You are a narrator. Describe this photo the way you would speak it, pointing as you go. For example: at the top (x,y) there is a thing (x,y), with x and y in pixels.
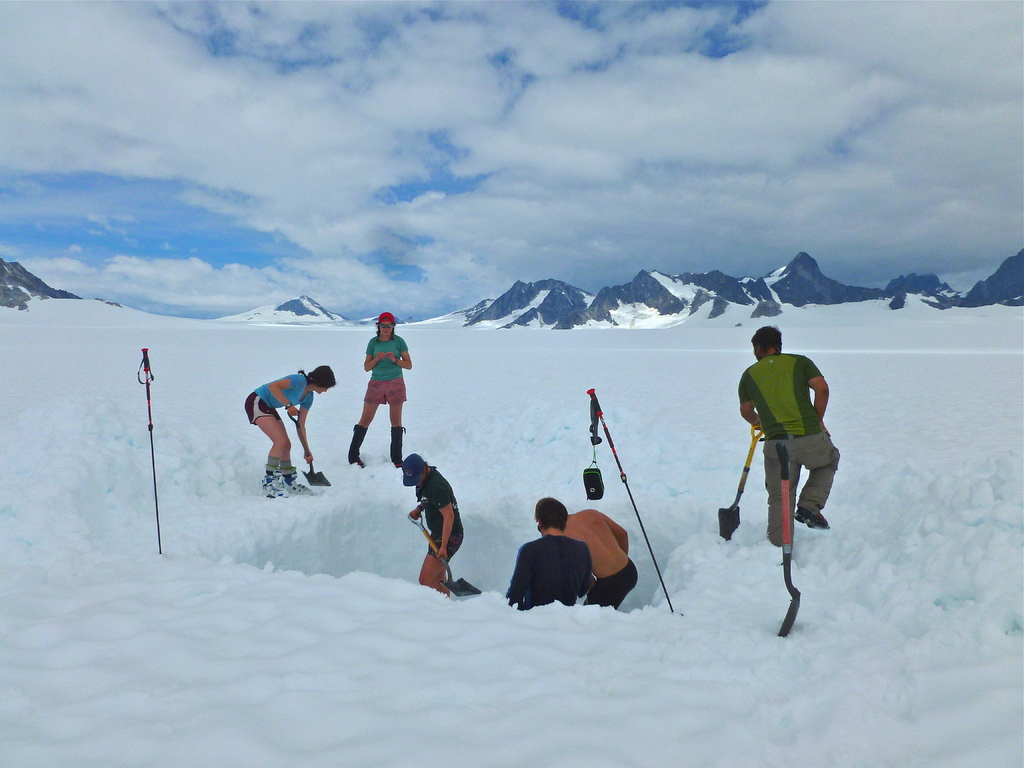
In the image we can see there are people (789,398) standing on the ground (584,683) and the ground (487,486) is covered with snow (402,594). There are sticks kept on the snow (144,605) and the people (426,578) are holding an iron object (731,517) in their hands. Behind there are mountains (799,266) and there is a cloudy sky (508,167).
